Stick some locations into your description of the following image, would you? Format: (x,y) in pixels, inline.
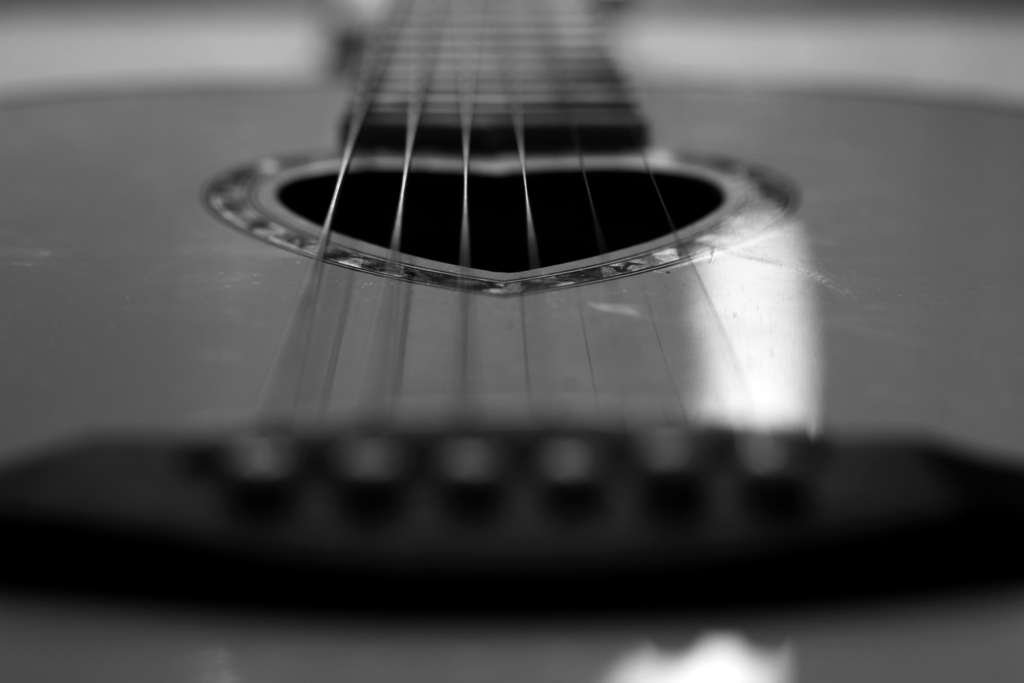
This is black and white image where we can see strings (593,219) of guitar (460,294).
